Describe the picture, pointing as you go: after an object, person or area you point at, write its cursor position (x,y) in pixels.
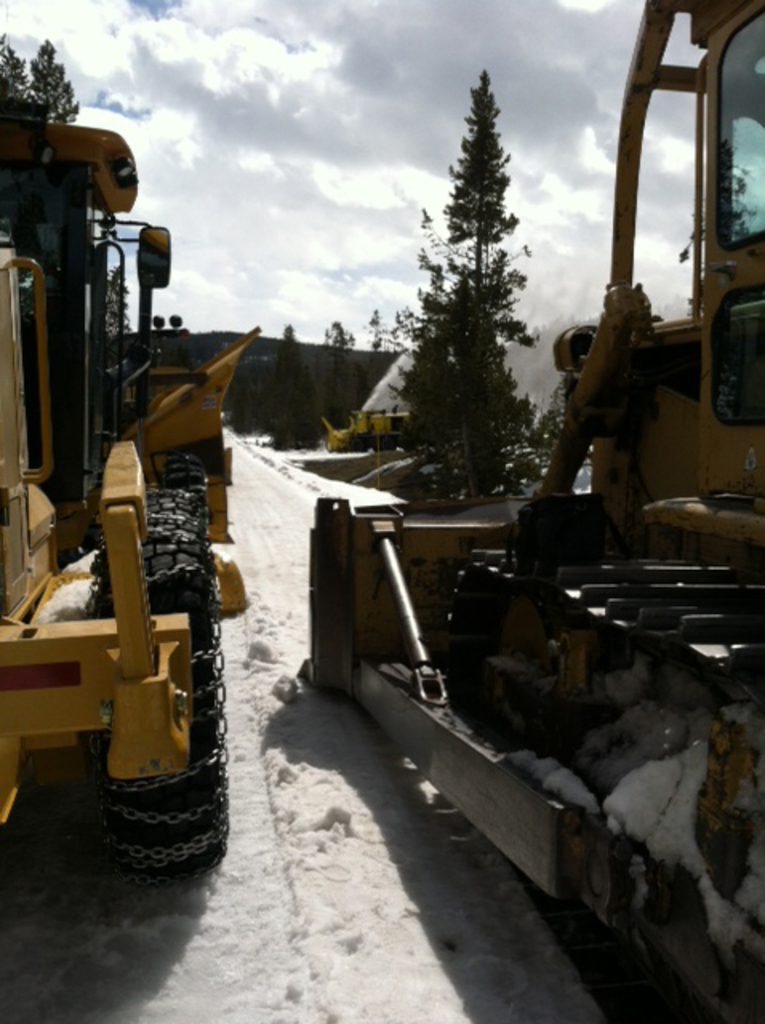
In the image there are machines (733,623) on the snow road (266,678) with trees (351,385) on either side and above its sky (344,134) with clouds (360,82).
